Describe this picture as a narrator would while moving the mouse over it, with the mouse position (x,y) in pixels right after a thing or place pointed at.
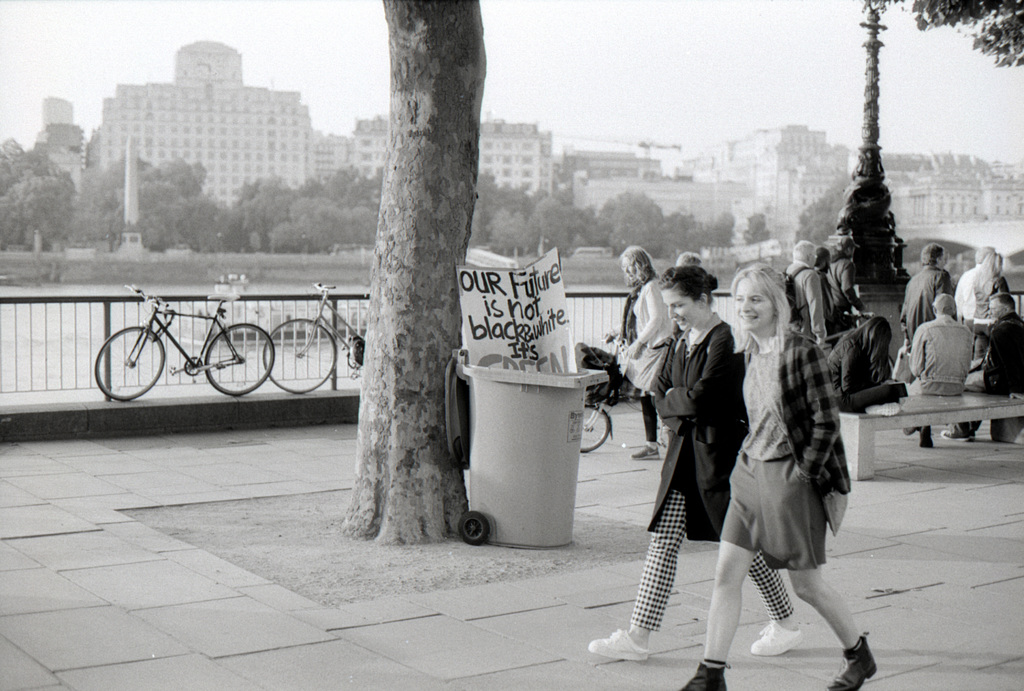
In this image we can see some persons (817,416) walking and some are sitting on bench (861,446), there is a tree (400,335), trash box (485,423) and bicycles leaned to the fencing (23,301) and in the background of the image (510,187) there are some trees (488,189), buildings (231,187) and water (51,360) and top of the image (97,91) there is clear sky (75,87).
